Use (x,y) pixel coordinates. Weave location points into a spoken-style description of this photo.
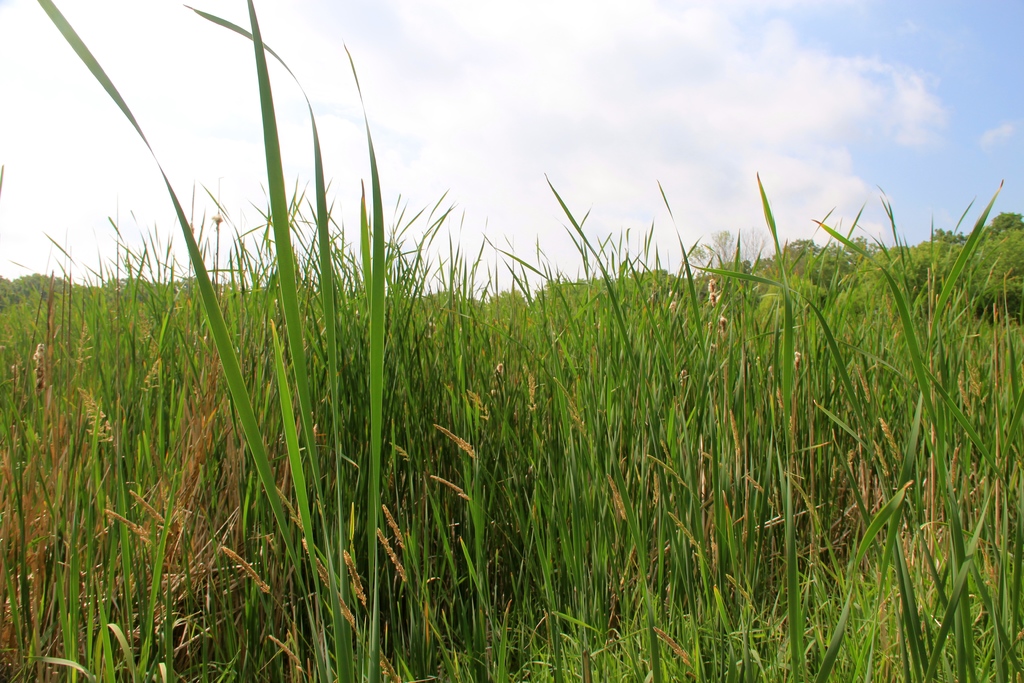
In this picture we can see some grass (616,589) from left to right. Sky (949,49) is blue in color and cloudy.
